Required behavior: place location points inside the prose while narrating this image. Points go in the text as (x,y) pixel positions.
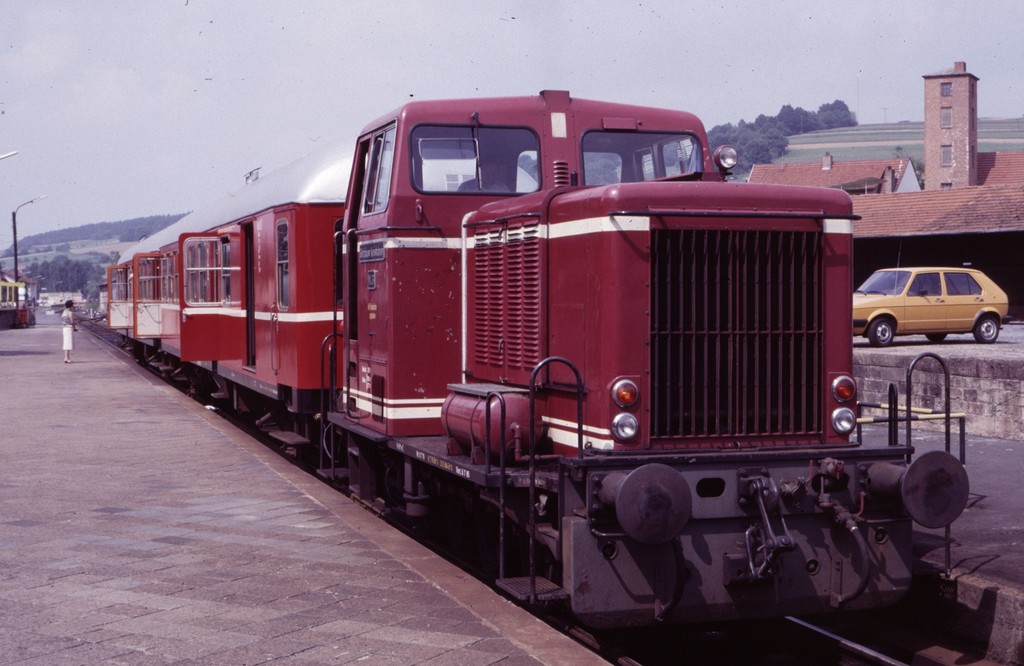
In this image I can see a train (362,347) in the centre (532,349) and on the left side (72,303) I can see one person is standing on the platform (48,350). I can also see a pole (14,213) and two lights (13,156) on the left side (1,160). On the right side of the image (904,250) I can see a car (993,331), few buildings (953,266) and number of trees (748,134). On the top side of this image (110,56) I can see clouds (60,55) and the sky (219,61).
